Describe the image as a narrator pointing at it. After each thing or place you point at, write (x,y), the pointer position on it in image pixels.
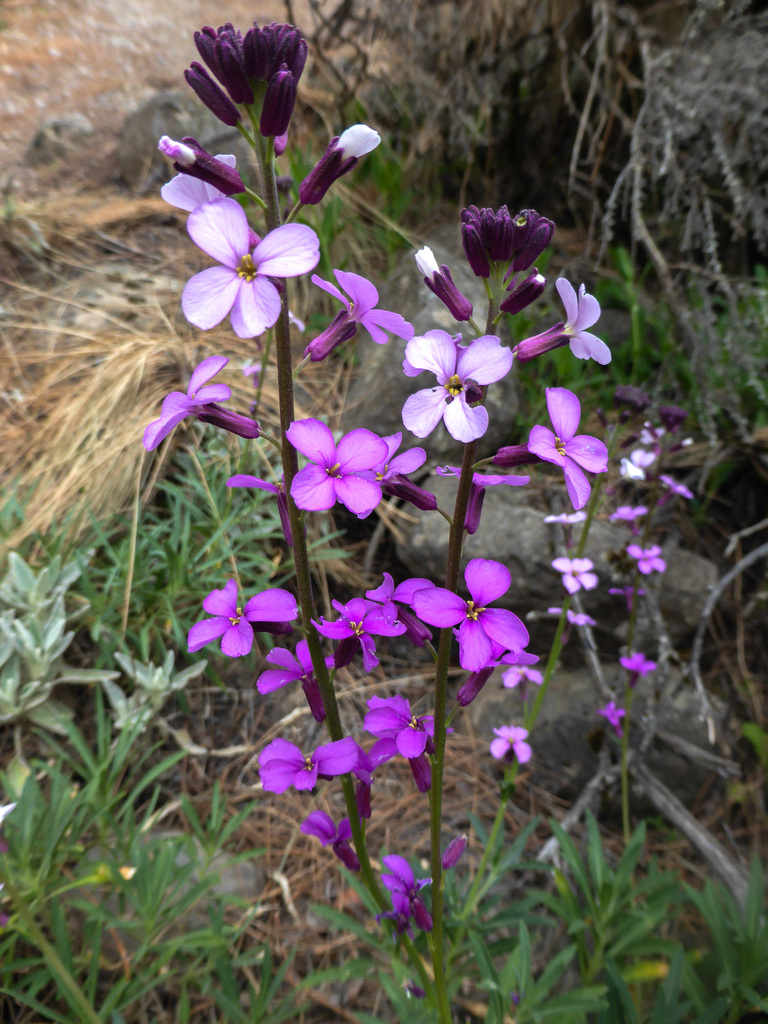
In the foreground of this image (384,619), there are pink flowers (303,263) to a plant (411,728) and few plants (113,775) surrounding it. In the background (168,375), there is grass (60,233), rock (151,170) and seems like sandy ground (104,45) on the top left corner (104,45).
